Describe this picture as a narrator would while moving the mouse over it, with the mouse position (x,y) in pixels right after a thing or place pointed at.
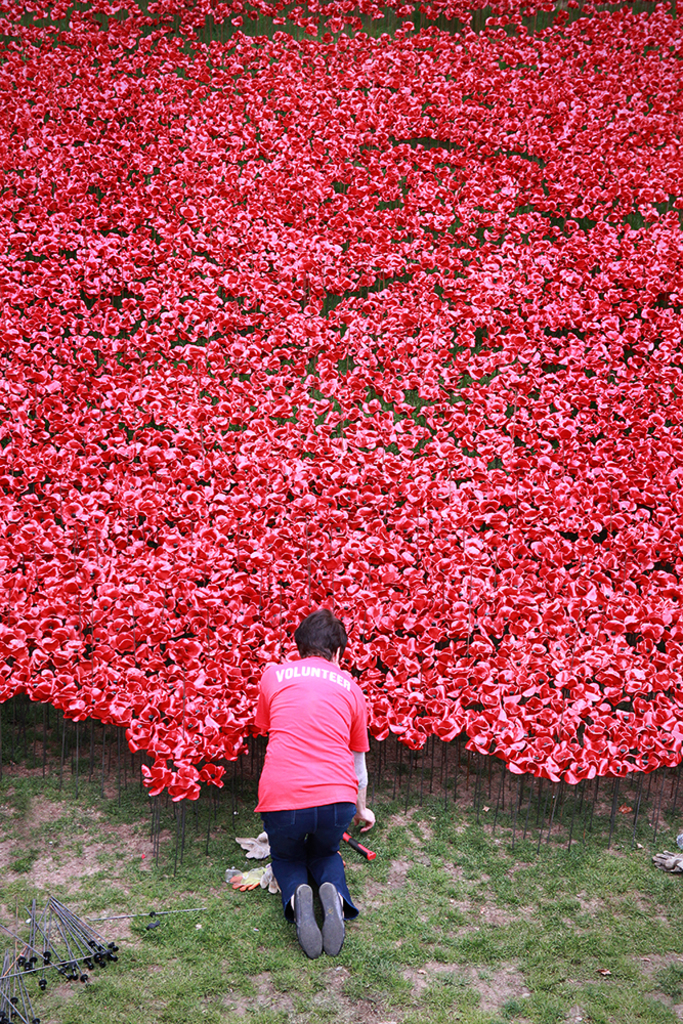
In the foreground of this image (90,955), there are few rod like structures (77,955) on the ground (359,981) and a person (297,755) kneeling down and we can also see many flowers (289,382).
